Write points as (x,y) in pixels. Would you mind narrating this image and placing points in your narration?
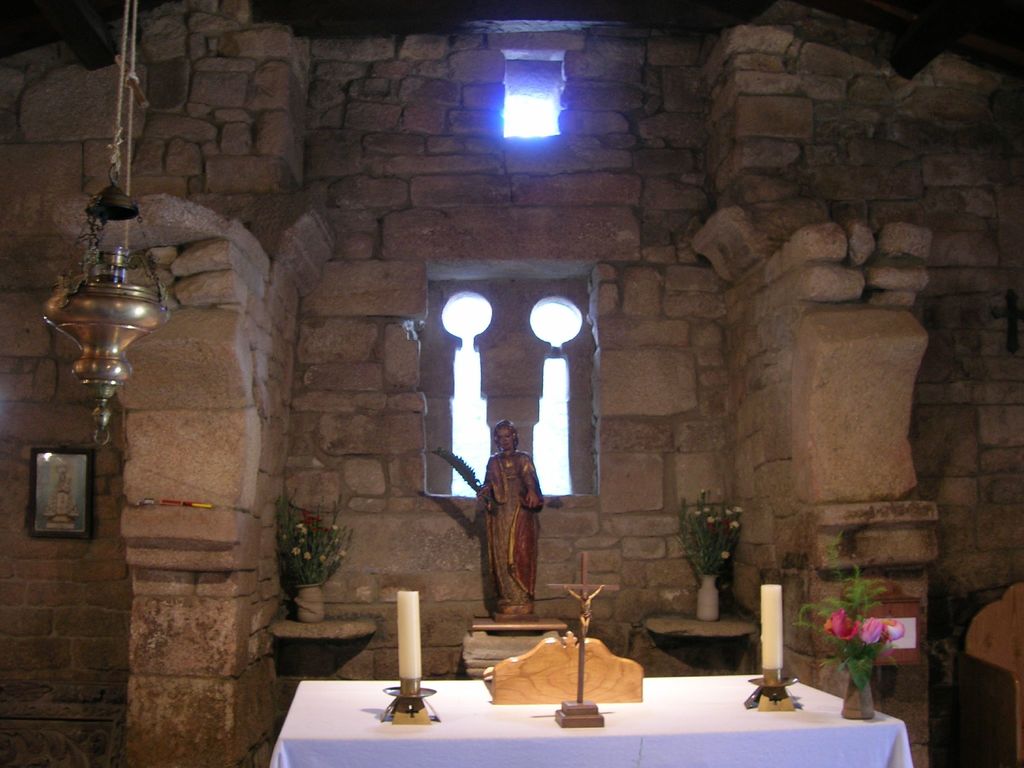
In this picture I can see inside of the building (647,311), there are some sculpture (515,513), flower pots (325,563), table (389,723) with white cloth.
